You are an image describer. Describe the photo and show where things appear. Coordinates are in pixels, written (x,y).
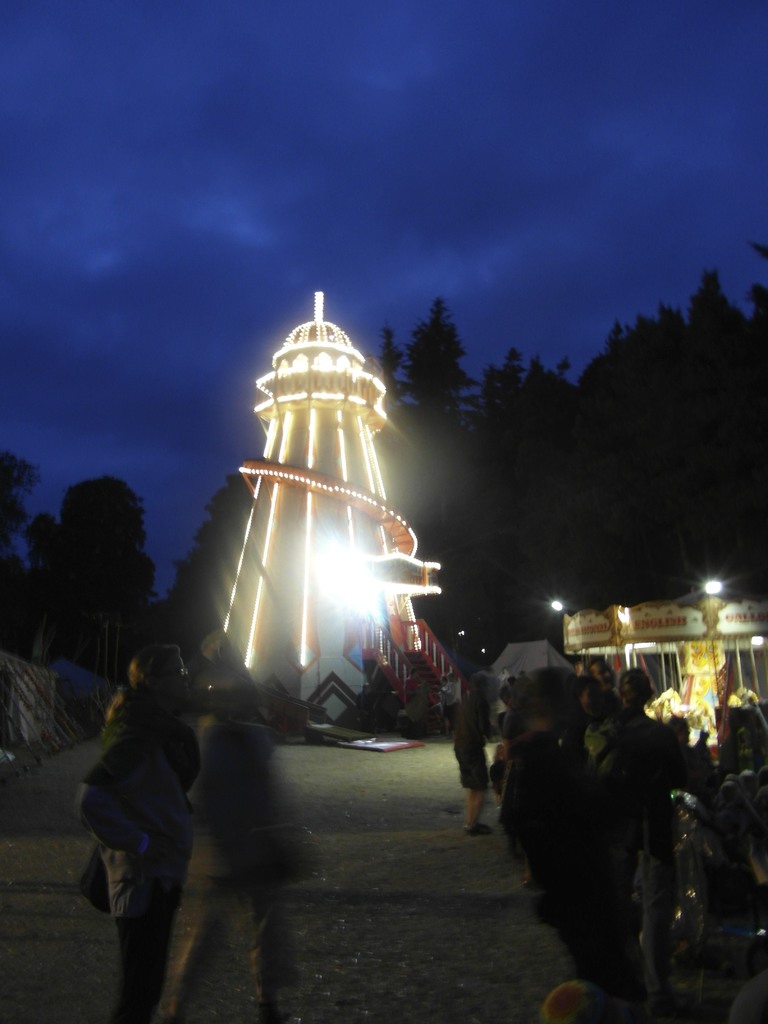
In this image I can see the group of people (562,785) with different color dresses (481,777). To the side I can see the tower (373,610) and there are lights (350,569) to it. To the side I can see the tent (721,600) with lights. In the background (753,503) there are trees (753,503) and the blue sky (287,183).
